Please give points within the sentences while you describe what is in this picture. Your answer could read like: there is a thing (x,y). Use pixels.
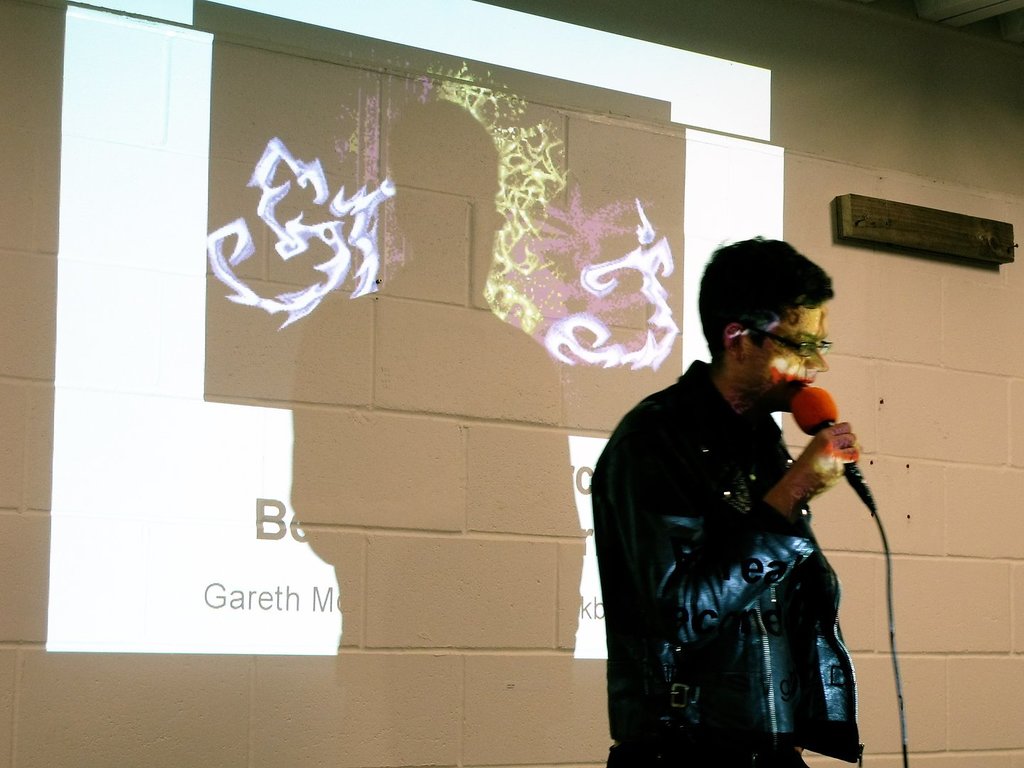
In this image we can see a person (822,564) and a microphone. In the background of the image (101,678) there is a wall (322,387), projector screen (430,267) and an object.
